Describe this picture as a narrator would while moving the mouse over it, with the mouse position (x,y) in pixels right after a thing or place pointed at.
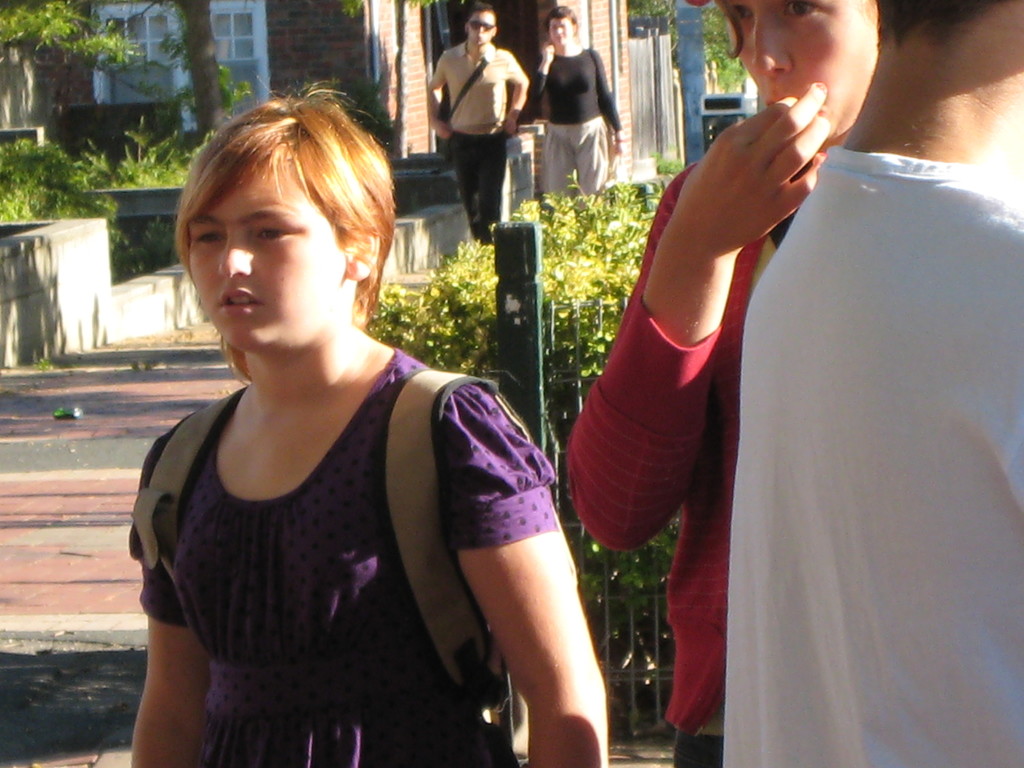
In the image we can see there are people (491,440) standing on the footpath (75,485) and they are carrying bags (433,404). There are plants (597,349) on the ground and behind there are buildings (298,23) and trees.
